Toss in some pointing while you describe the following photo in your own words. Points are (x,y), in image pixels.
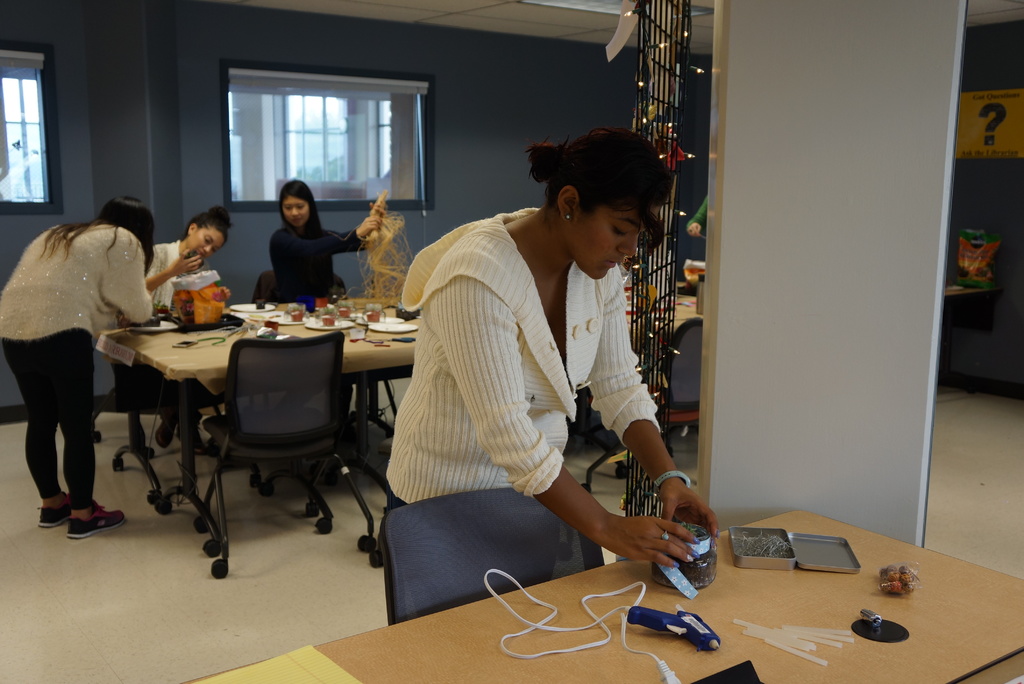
Here we can see a woman (567,208) is standing, and in front (681,614) here is the table (656,591) and some objects (693,630) on it, and here two persons (182,254) are sitting and holding something in the hand (225,290), and at back (453,60) here is the wall (453,73), and here is the window (308,138).
